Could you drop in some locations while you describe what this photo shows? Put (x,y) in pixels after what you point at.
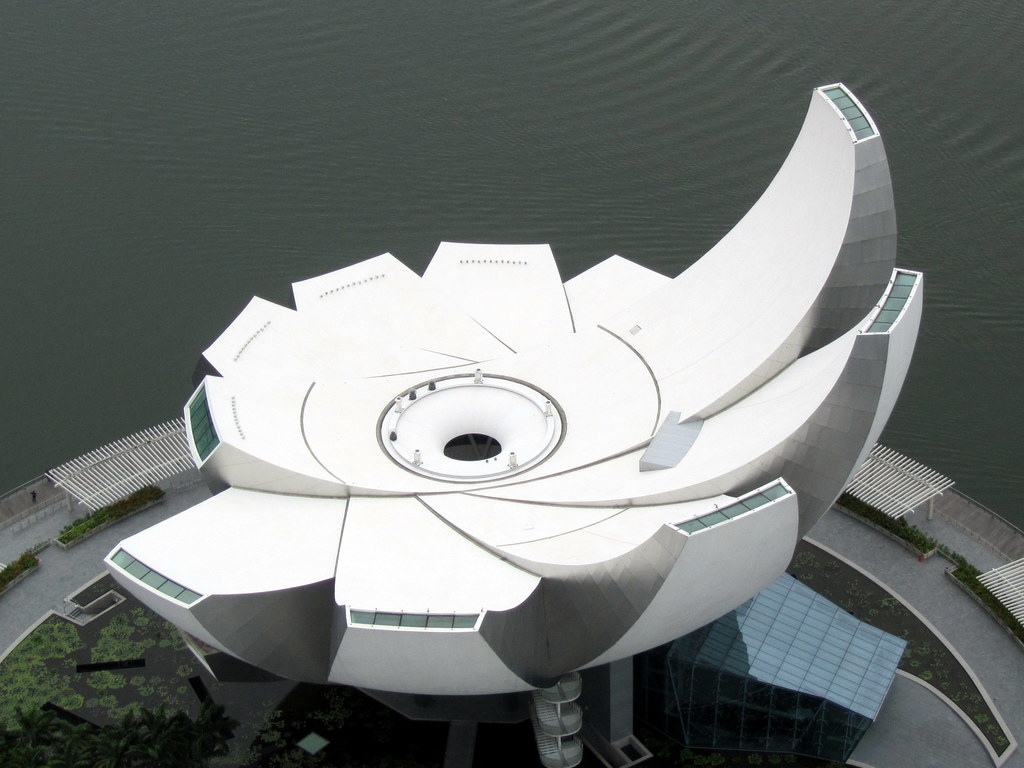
In this picture there is a building (766,554) and there is a railing (120,450) around the building (638,584). At the back (18,449) there is water (159,252). At the bottom (133,622) there is grass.
